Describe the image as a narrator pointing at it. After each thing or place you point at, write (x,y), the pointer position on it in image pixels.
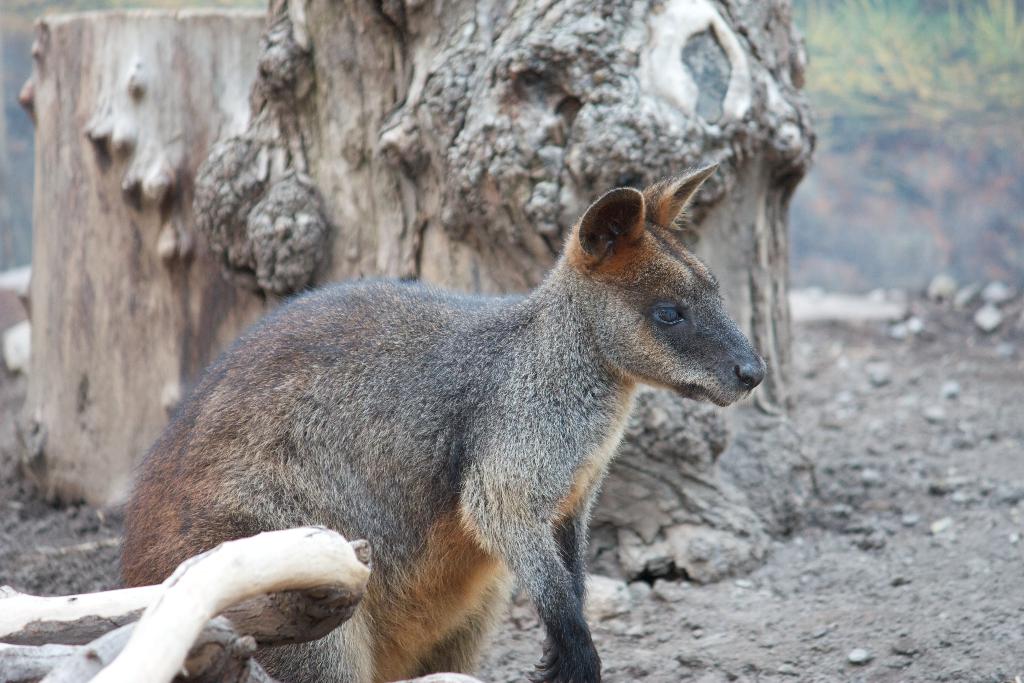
In this picture a wallaby (269,413) is highlighted. It is in brown color and ash color. Backside of this animal (349,468) there is a wood (447,229). It is a stem (450,91) of a tree (423,209).
